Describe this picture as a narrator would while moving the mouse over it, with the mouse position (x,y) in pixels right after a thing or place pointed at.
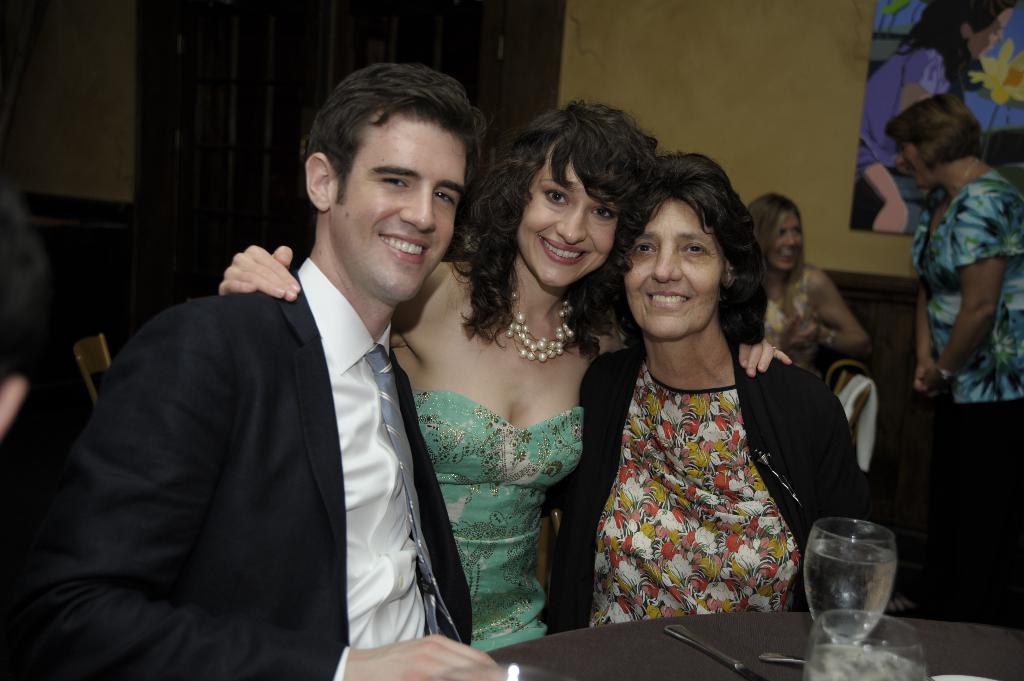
In this image we can see a group of people (371,437) sitting in front of a table (799,629). One woman (570,463) wearing green dress (502,499) and one person (289,366) wearing a black coat (265,510). On the table (721,618) we can see group of glasses (869,662) and spoons (746,669) placed on it. In the background (944,419), we can see a woman (944,466) standing and a photo frame (946,86) on the wall (598,94).
